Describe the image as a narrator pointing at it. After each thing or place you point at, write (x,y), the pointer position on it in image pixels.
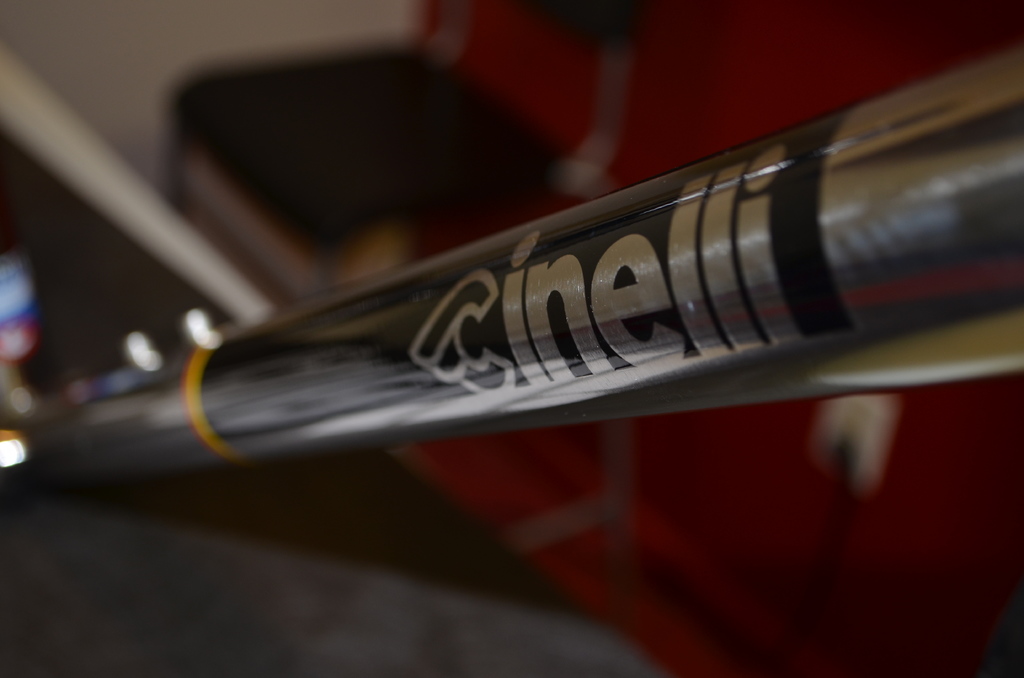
In the foreground (506,348) I can see a pipe (444,359), text (467,376) and lights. The background (487,160) is not clear. It looks as if the image is taken may be during night.
